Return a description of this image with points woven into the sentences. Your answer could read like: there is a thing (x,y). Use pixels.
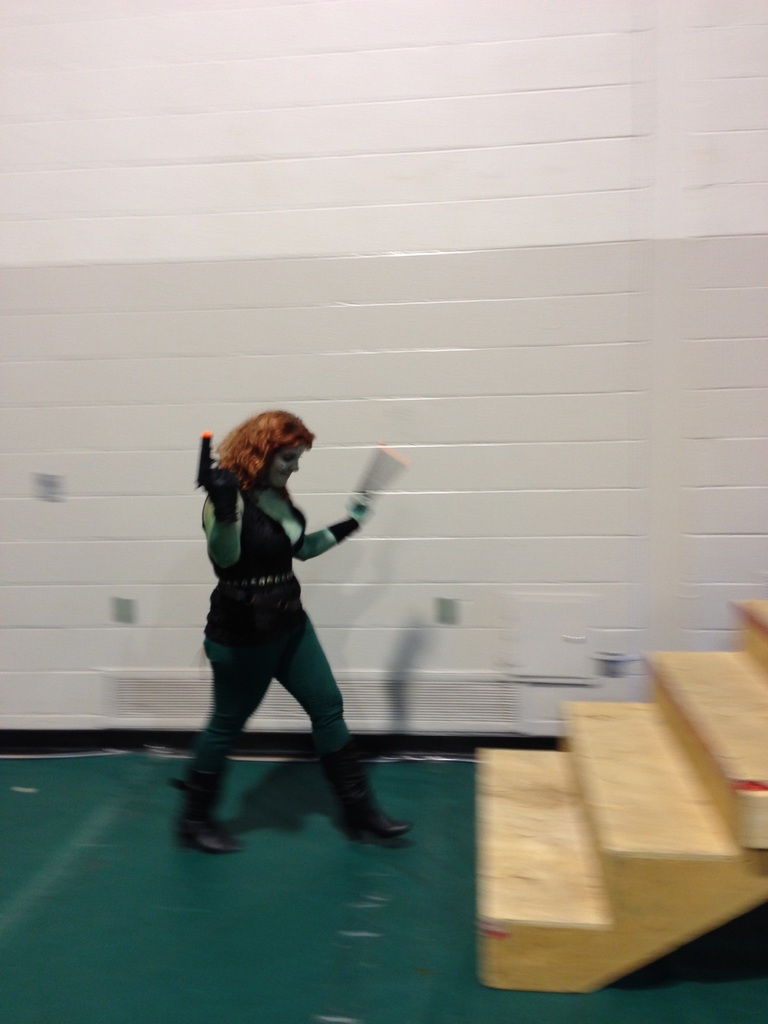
There is one woman (252,627) holding a gun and an object (367,489) is at the bottom of this image (206,752). We can see a wall (352,410) in the background (337,392). We can see stairs (594,823) on the right side of this image (629,814).
